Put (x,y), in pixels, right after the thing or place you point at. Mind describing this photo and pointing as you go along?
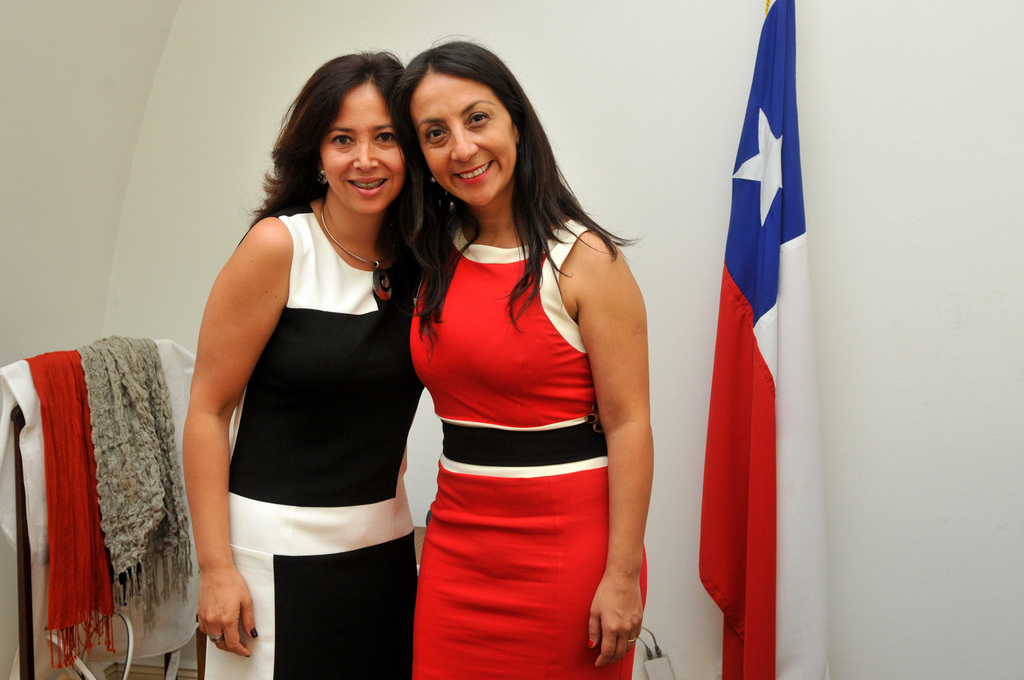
In this image there are two women (371,439) standing. To the right (796,498) there is a flag (749,465). To the left (60,506) there are scarfs (67,508) on the stand (27,575). Behind them there is a wall (533,58).
